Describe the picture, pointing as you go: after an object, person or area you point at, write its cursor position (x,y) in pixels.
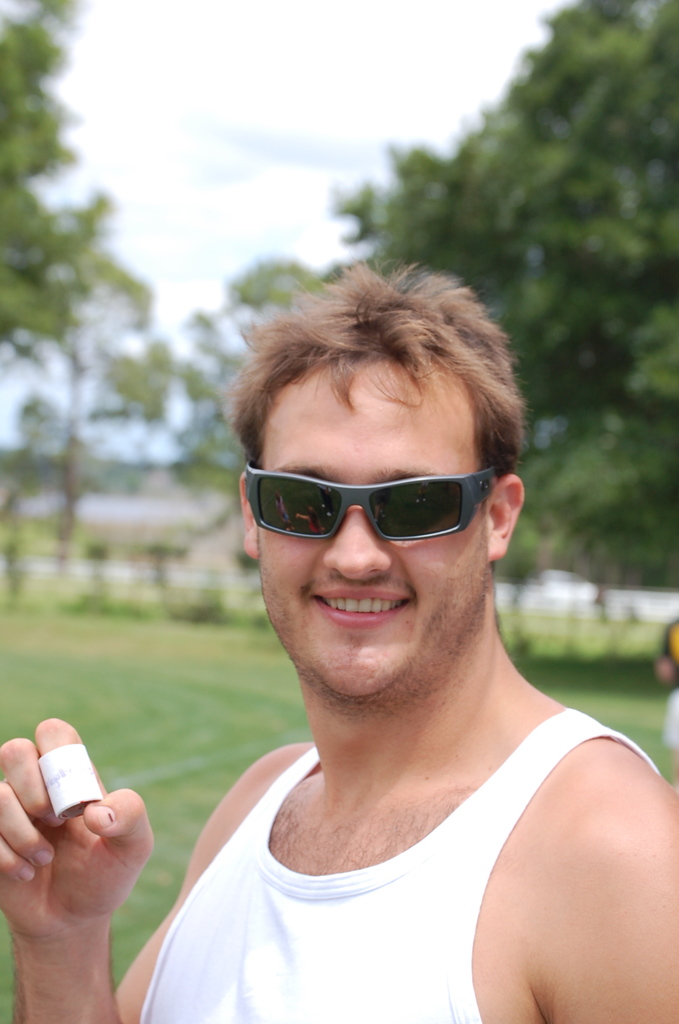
In the center of the image (436,659) we can see a man (334,848) standing and smiling. He is wearing glasses (330,507). In the background (98,306) there are trees (370,201) and sky (210,107).
